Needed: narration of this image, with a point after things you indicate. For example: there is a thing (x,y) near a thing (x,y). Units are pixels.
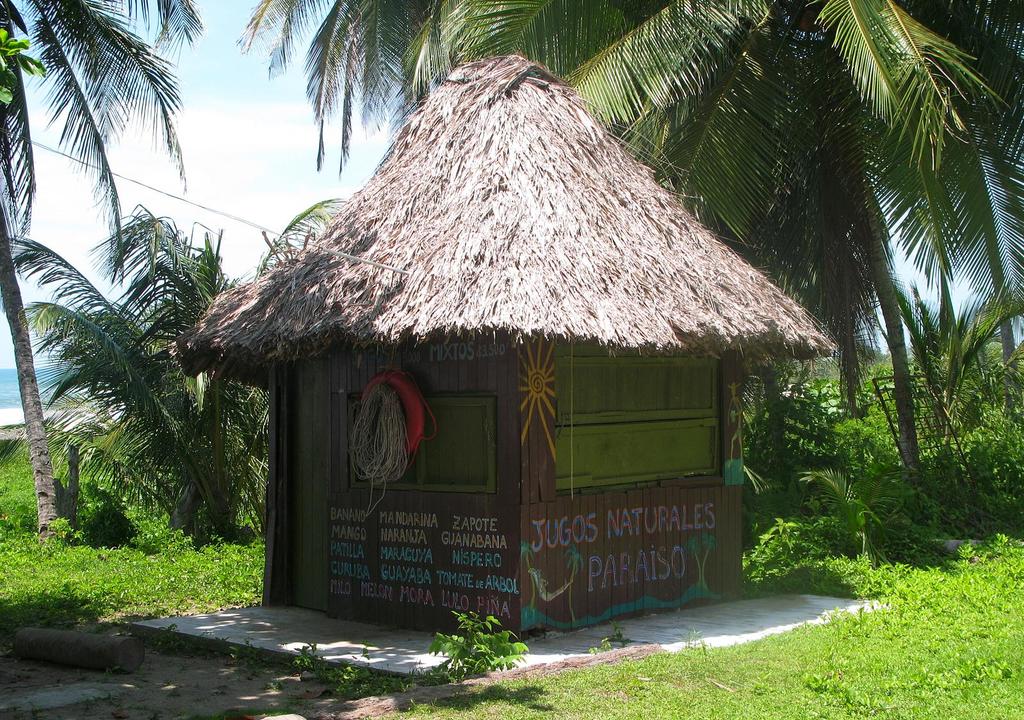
In this image in the middle (548,400) there are trees (846,92), house (527,484), rope (375,444), tube (414,414), plants (490,635), grass (491,696), sky (255,275) and clouds (221,118).
